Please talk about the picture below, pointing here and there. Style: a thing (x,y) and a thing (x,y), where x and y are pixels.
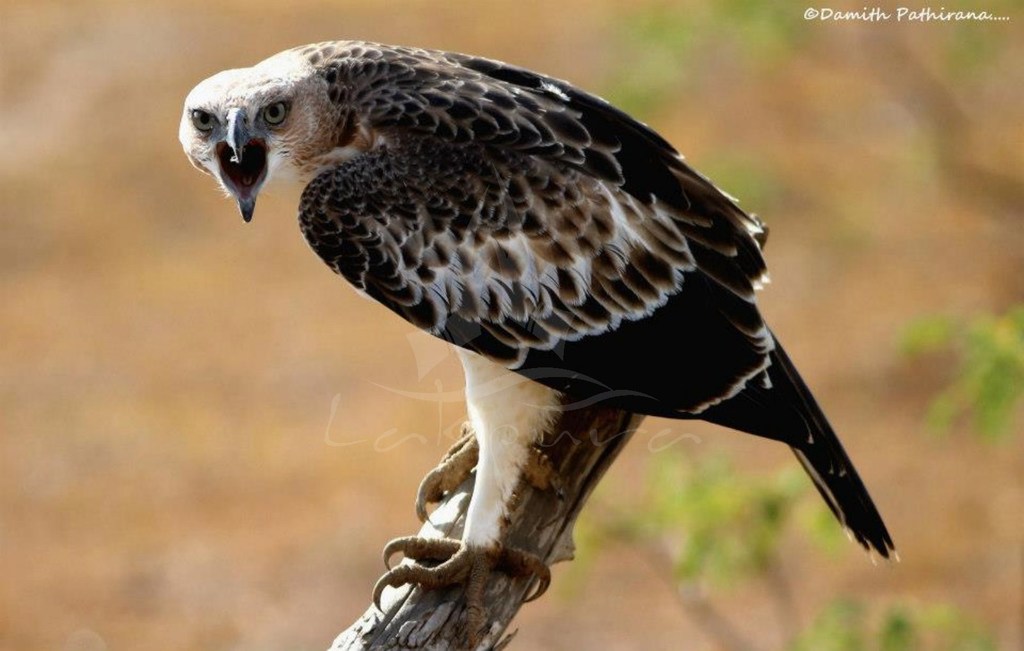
This image is taken outdoors. In this image the background (195,517) is a little blurred. On the right side of the image (741,558) there is a tree (1013,329). In the middle of the image (510,234) there is an eagle (479,212) on the branch (504,609).
